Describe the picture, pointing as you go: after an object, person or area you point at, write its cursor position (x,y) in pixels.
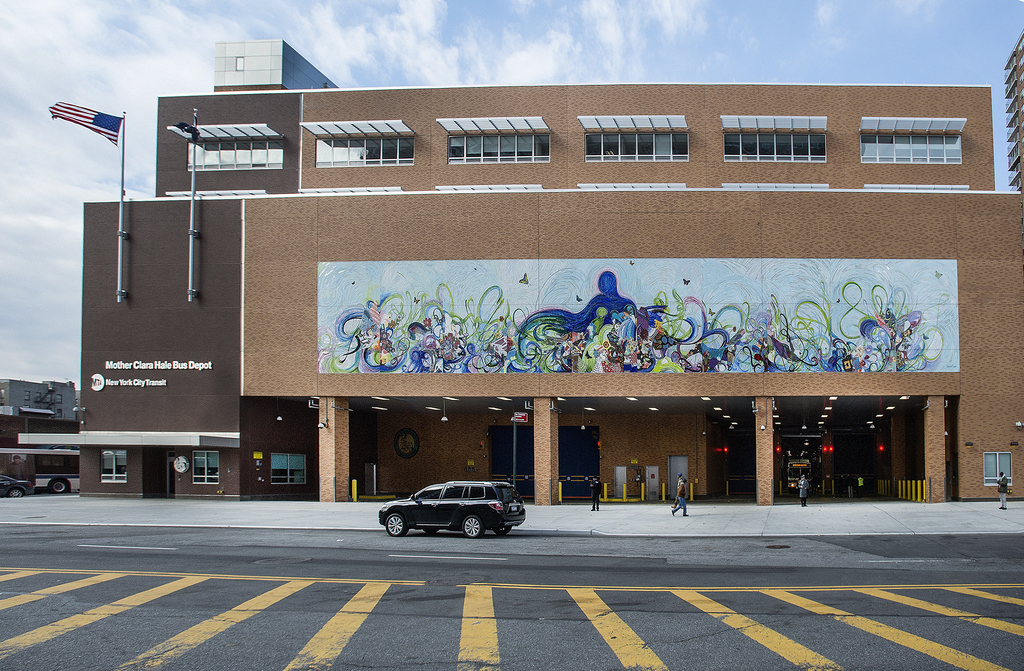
In the middle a car (493,517) is there on a road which is in black color and this is a very big building (565,199), at the top (596,65) it's a sunny sky (486,44).
